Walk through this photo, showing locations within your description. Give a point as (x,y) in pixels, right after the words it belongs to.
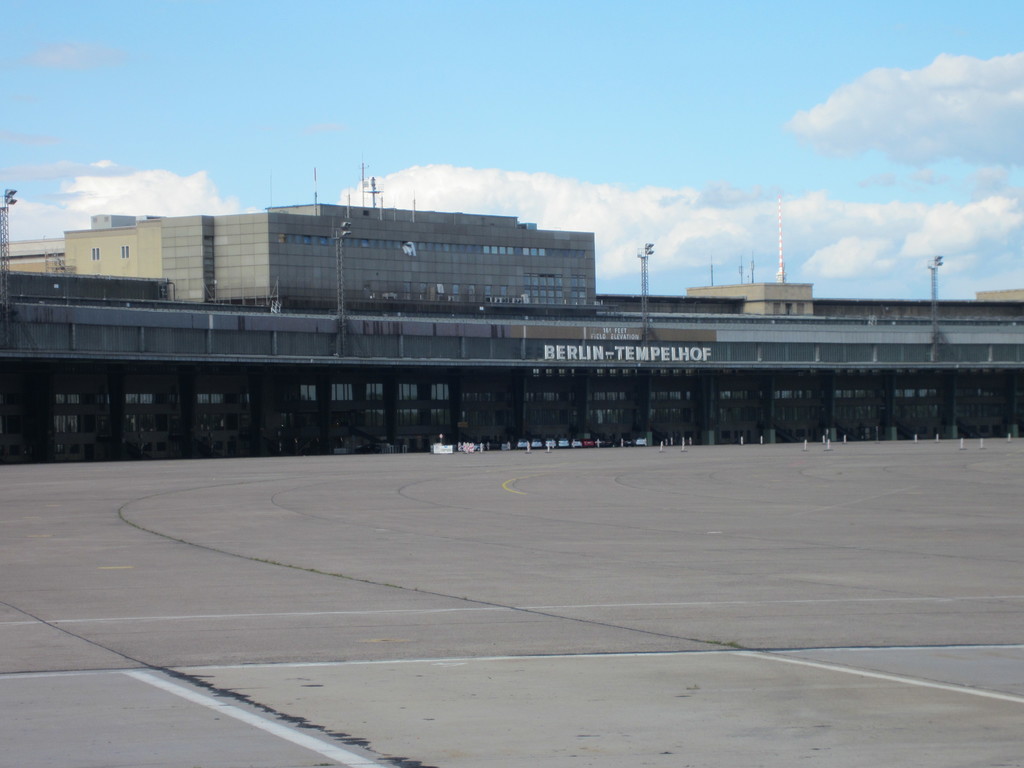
This is a road (422,565). Here we can see buildings (548,375), boards (556,357), and poles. In the background (970,227) there is sky (825,170) with clouds (1023,158).
